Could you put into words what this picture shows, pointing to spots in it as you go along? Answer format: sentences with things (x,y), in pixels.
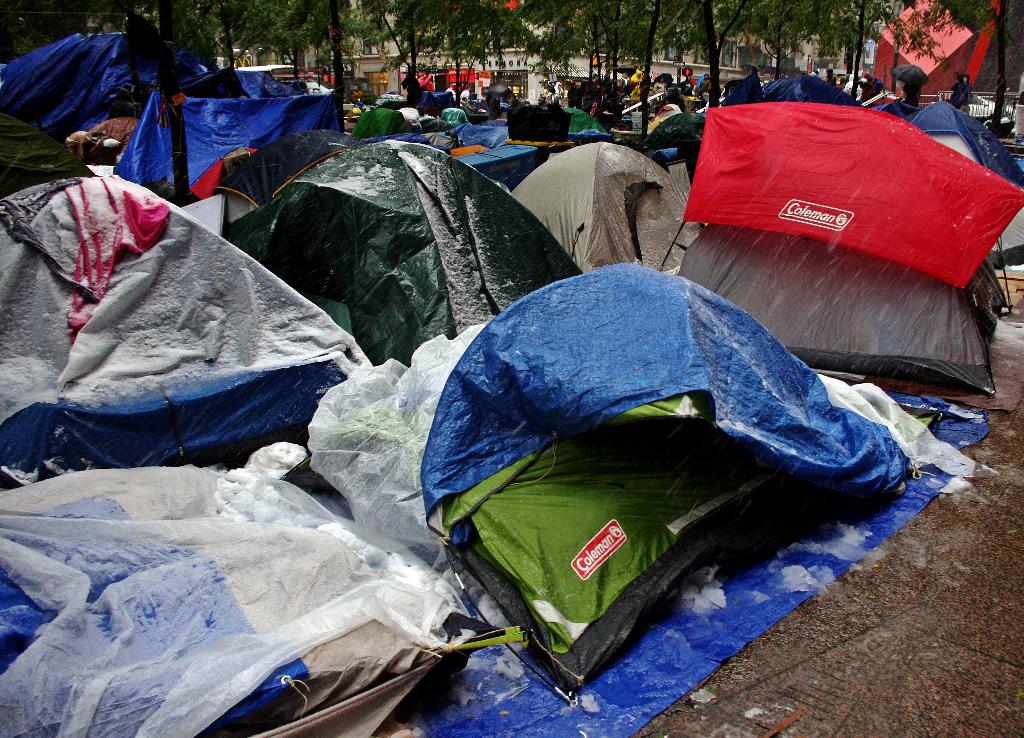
In this image there are a group of tents (439,198) and on the tents (187,575) we could see some snow (346,335), in the background (993,59) there are some people (560,94) trees (830,38) and buildings (785,66). At the bottom (879,629) there is a walkway (865,675).
